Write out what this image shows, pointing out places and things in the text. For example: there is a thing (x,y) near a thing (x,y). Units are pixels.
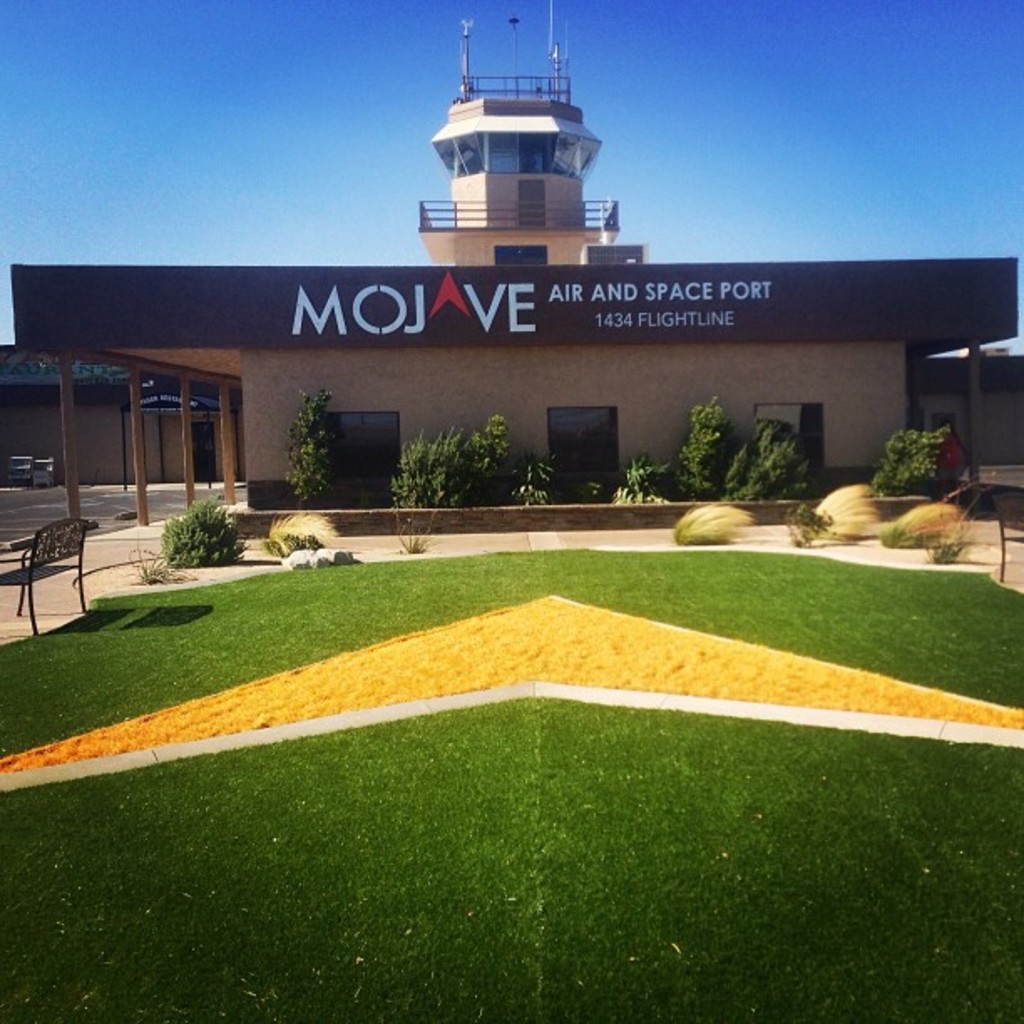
In this picture we can see grass (321,659), plants (311,537), chair (79,549), poles (67,434), houses (176,435), building (246,414), board (452,316) and text (321,325) on the wall (327,280). In the background of the image (711,145) we can see the sky (824,164).
